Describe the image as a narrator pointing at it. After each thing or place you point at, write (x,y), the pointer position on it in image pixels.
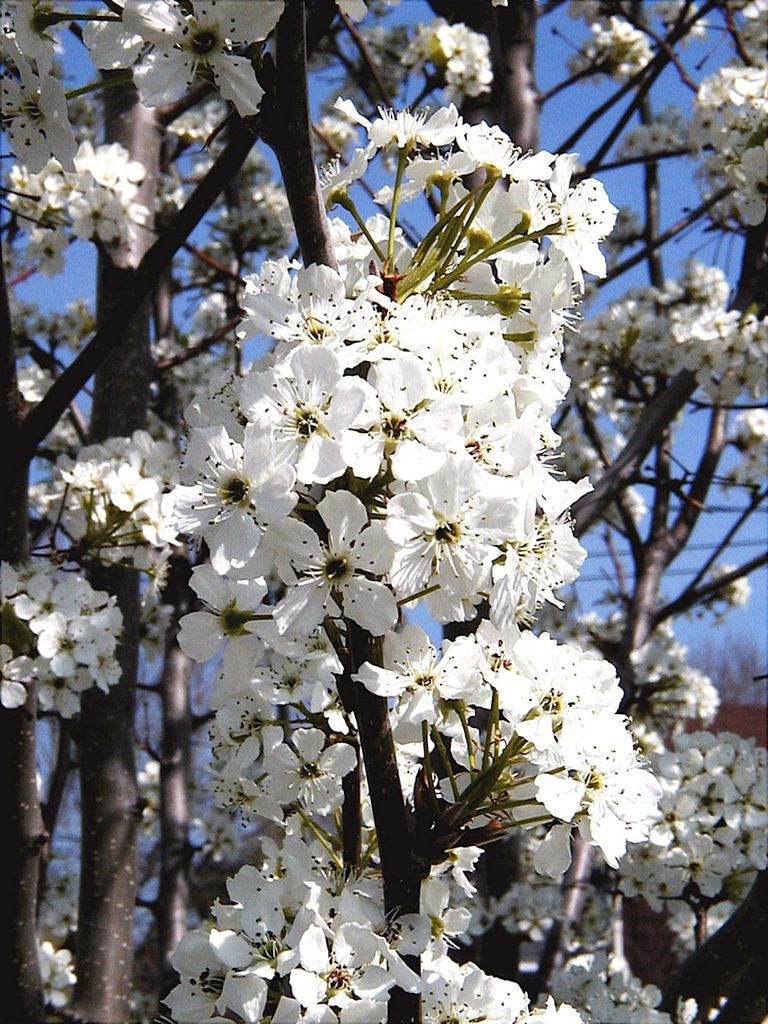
In the foreground of this image (354,572), there are white color flowers (384,420) to a tree (184,777). In the background (753,604), there is the sky (758,607).
